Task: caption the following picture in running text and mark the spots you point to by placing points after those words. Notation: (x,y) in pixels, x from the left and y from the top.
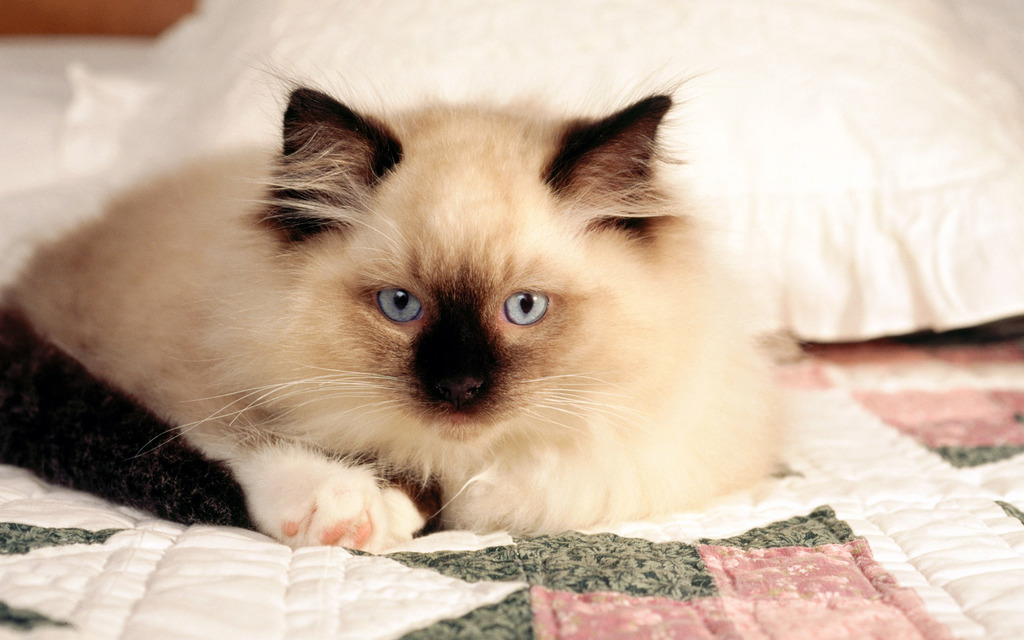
In this image a cat (530,424) is sitting on the bed (809,488). Behind it there is a pillow (849,97).
